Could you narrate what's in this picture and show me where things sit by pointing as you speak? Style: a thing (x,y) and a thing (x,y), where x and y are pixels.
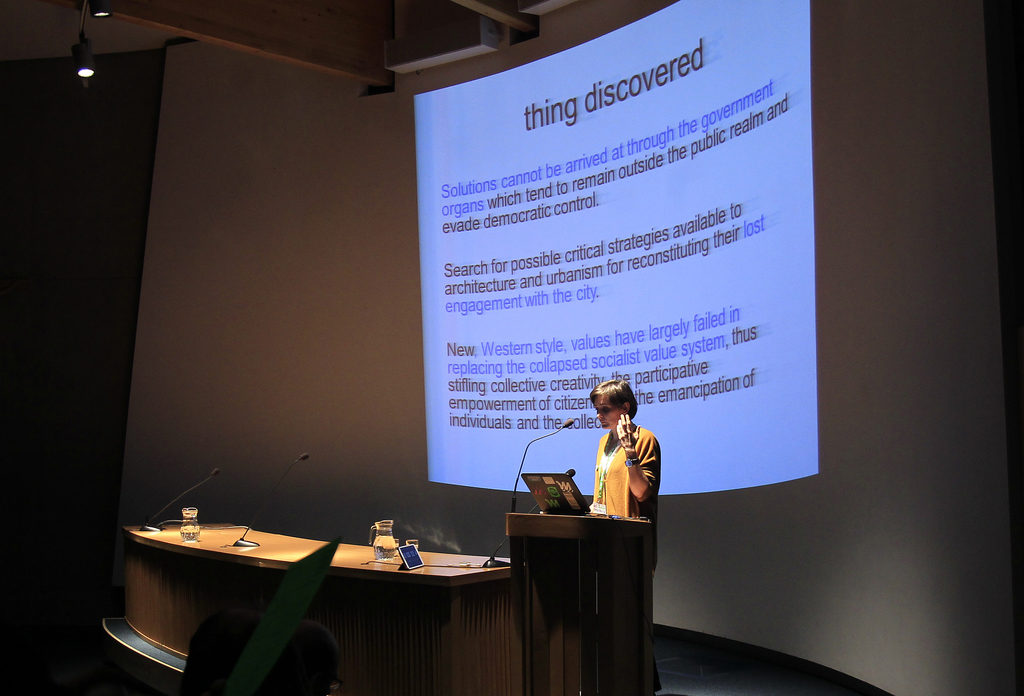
In the center (645,448) we can see one woman (643,486) in front of her there is a wood stand (599,544). On wood stand (584,547) there is a laptop (571,494) and microphone (566,470). And back of her we can see screen (619,225).
